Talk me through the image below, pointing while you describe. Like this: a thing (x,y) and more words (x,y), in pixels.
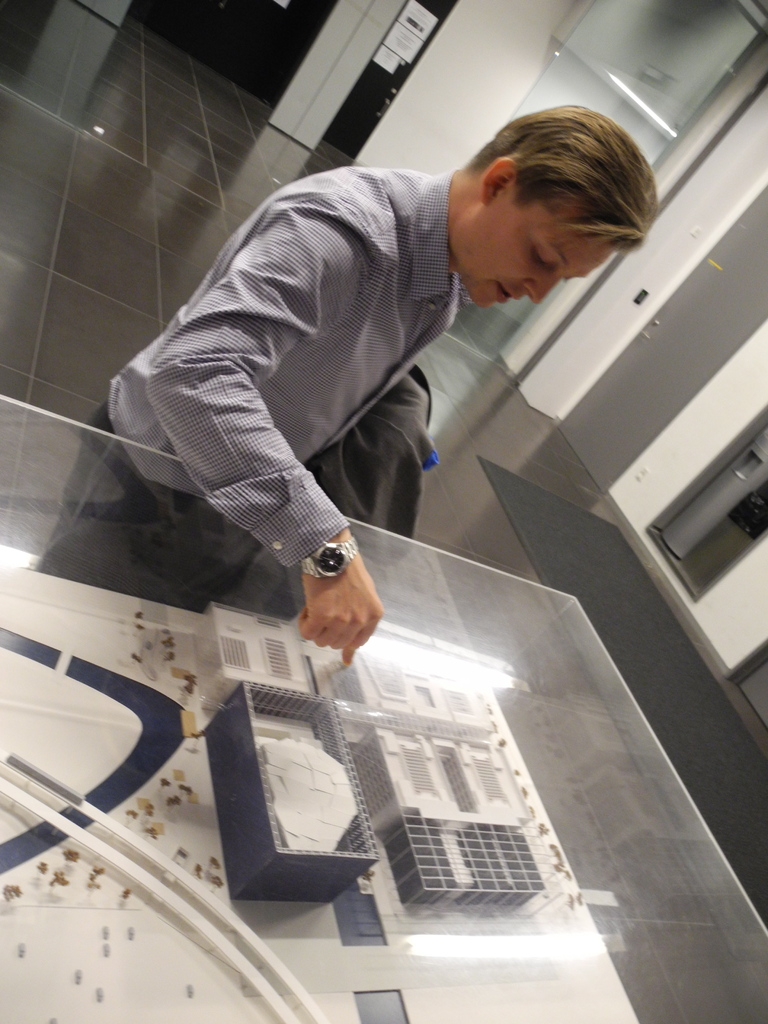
In this picture we can see a man (330,349) is standing, there is a glass (468,948) at the bottom (488,913), from the glass (453,948) we can see boxes (387,697), in the background (340,84) there is a wall (490,52), on the right side (688,327) there is a door (673,316), we can see some papers (417,38) pasted in the background (413,27).
